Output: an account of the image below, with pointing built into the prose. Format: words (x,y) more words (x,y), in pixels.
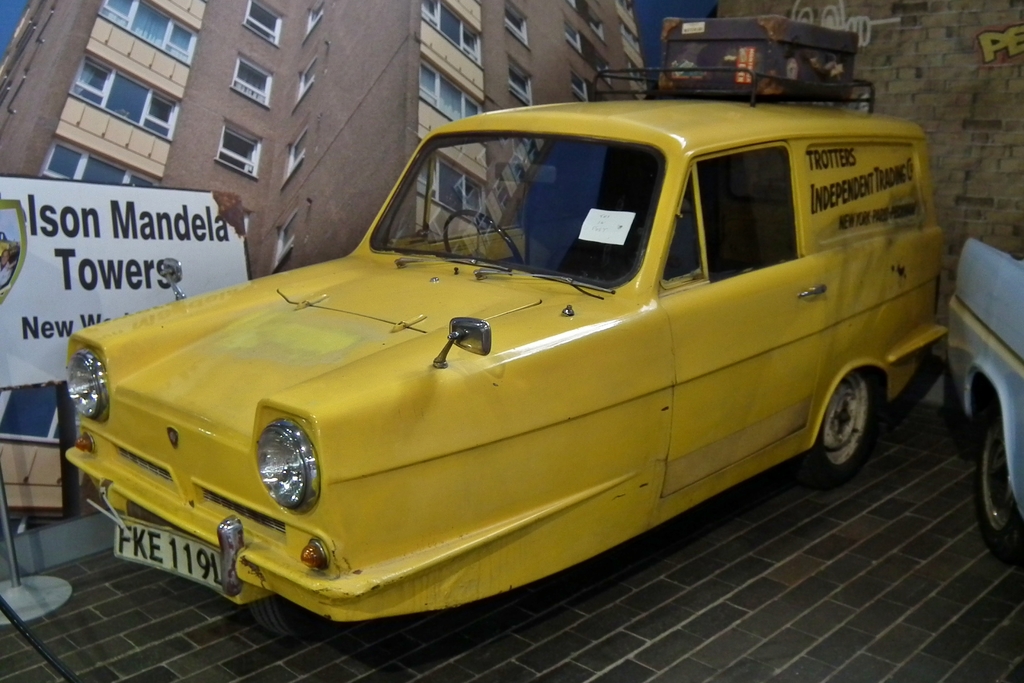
In this image we can see two cars (712,336) on the floor (705,573), beside the car (518,468) there is a wall (368,96) with poster (328,99) of a building (243,122) and a board (121,258) with text (165,249) and a wall (971,53) with text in the background (971,114).
